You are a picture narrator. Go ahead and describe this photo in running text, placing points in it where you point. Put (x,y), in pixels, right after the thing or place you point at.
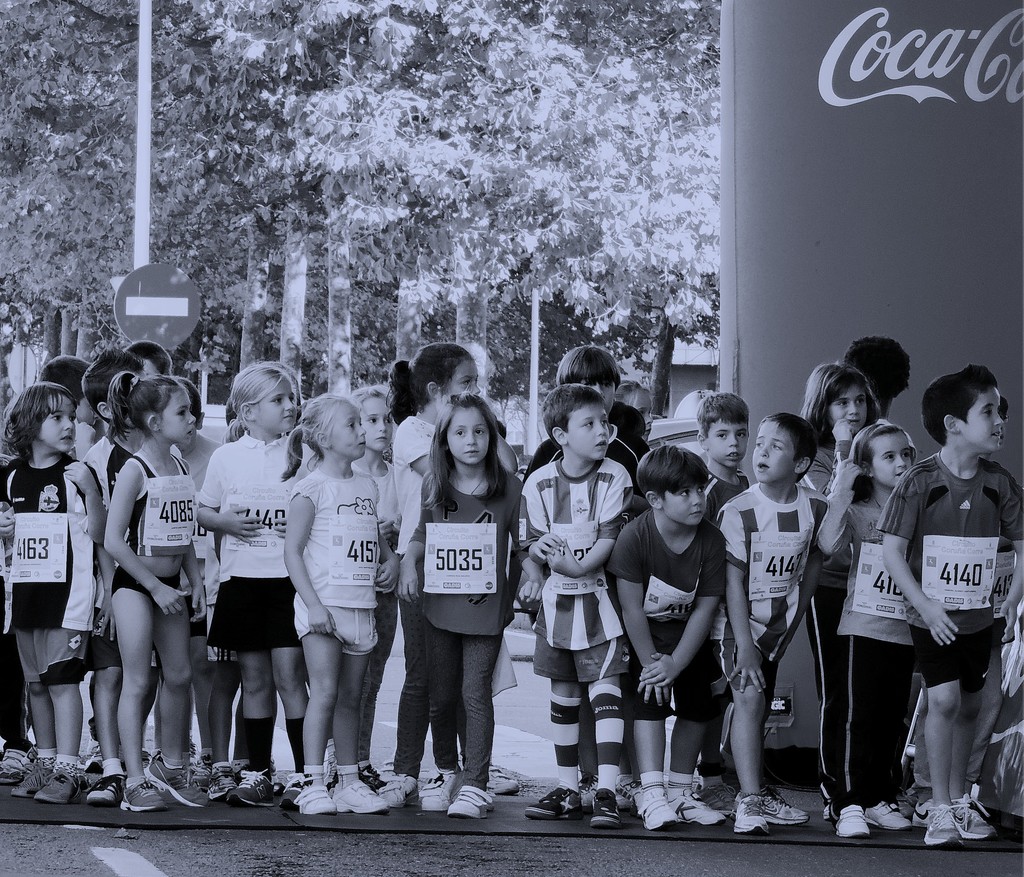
In this image there are children (487,439) standing, in the background (669,178) there are trees (635,178).
